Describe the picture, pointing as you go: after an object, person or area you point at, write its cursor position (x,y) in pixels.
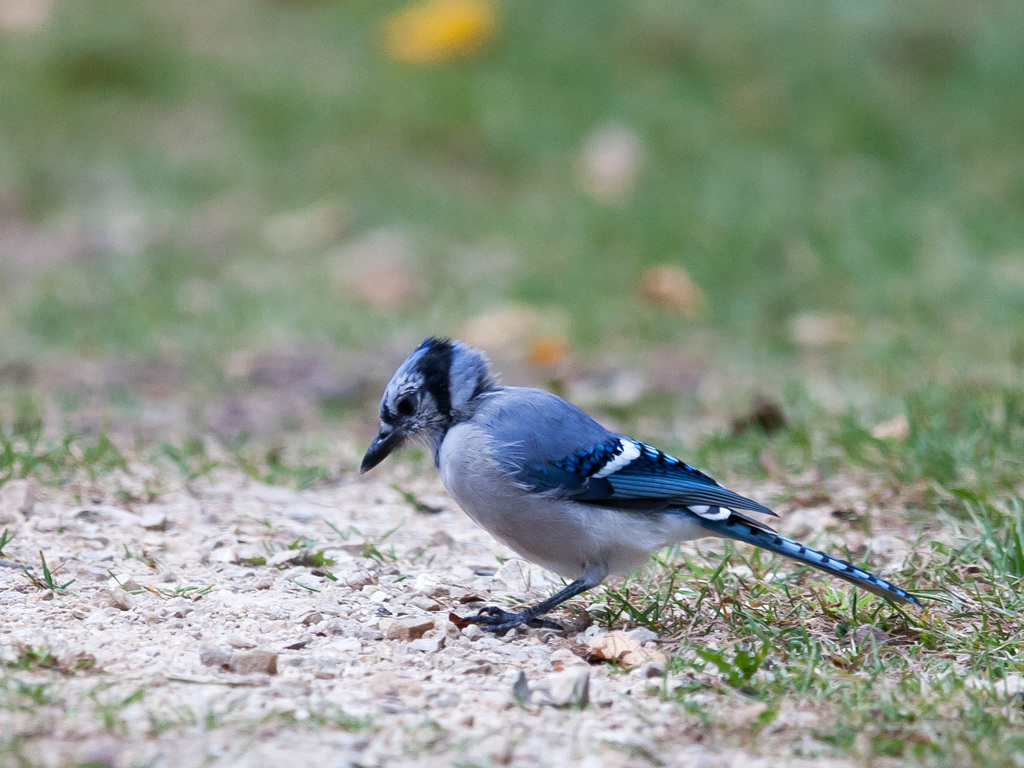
In the center of the image (525,425) we can see a bird (557,496) on the surface (452,612). We can also see the stones (557,645), grass (820,614) and the background (869,110) is blurred.
